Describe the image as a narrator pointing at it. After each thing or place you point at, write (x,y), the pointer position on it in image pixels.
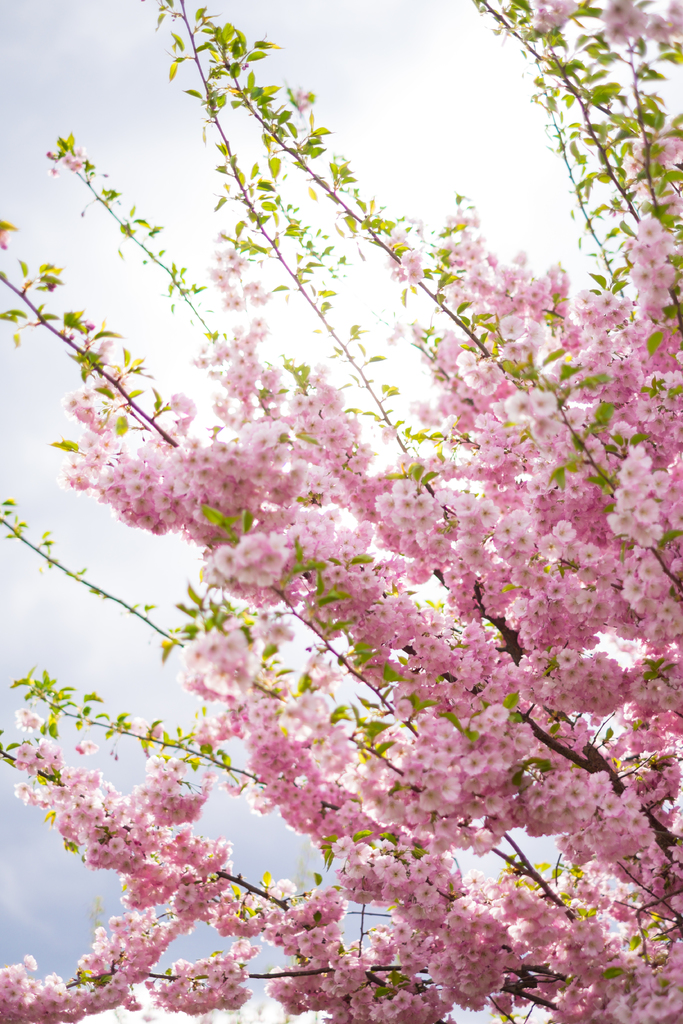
In this image I can see there are beautiful flowers (399,612) in pink color to this tree (369,576), at the top (326,89) it is the cloudy sky (363,140).
